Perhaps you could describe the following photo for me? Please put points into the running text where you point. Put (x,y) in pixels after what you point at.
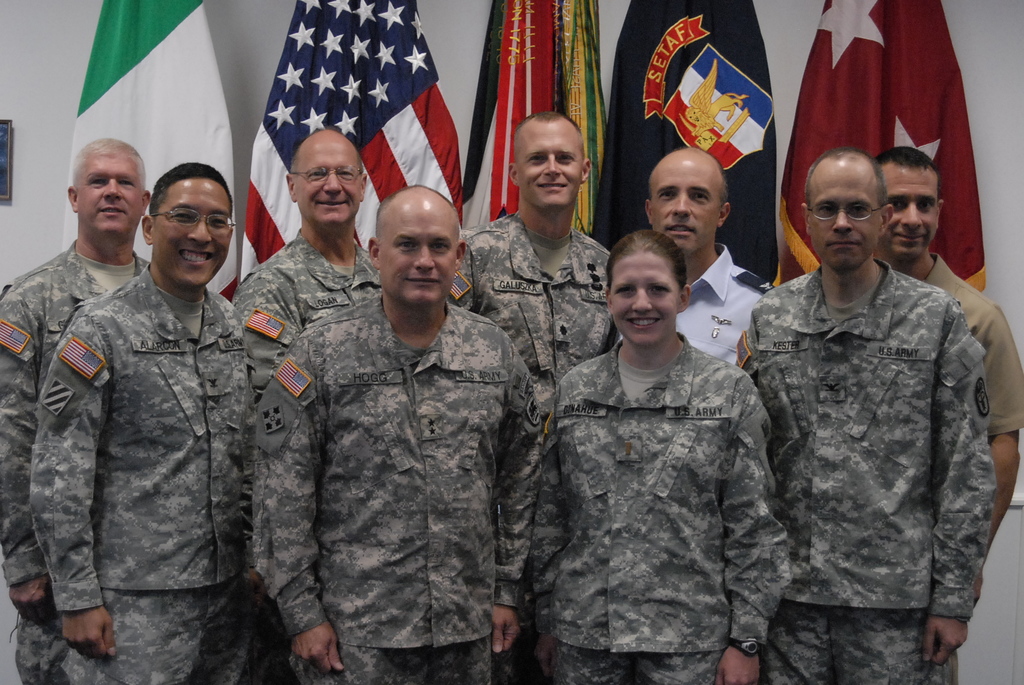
In this image we can see the people (596,257) wearing the uniform (588,299) and standing and also smiling. In the background (889,114) we can see the flags (574,117) and also a frame (4,122) attached to the plain wall (29,100) on the left (11,62).
